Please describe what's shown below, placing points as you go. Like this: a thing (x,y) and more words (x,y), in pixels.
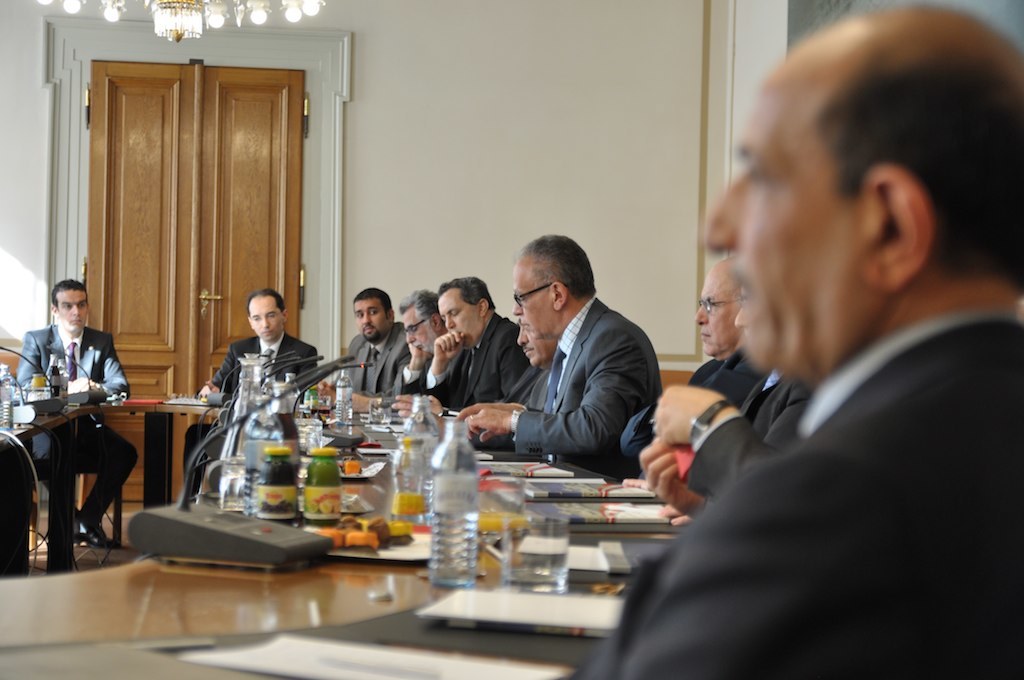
In this image there are persons (544,376) sitting. In the front (438,547) there is a table (307,597), on the table (290,604) there are bottles (396,478), glasses (511,496), papers (568,606), and there are mics (250,409). In the background (219,199) there is a door (208,192) and on the top (174,19) there is a chandelier (206,20).
